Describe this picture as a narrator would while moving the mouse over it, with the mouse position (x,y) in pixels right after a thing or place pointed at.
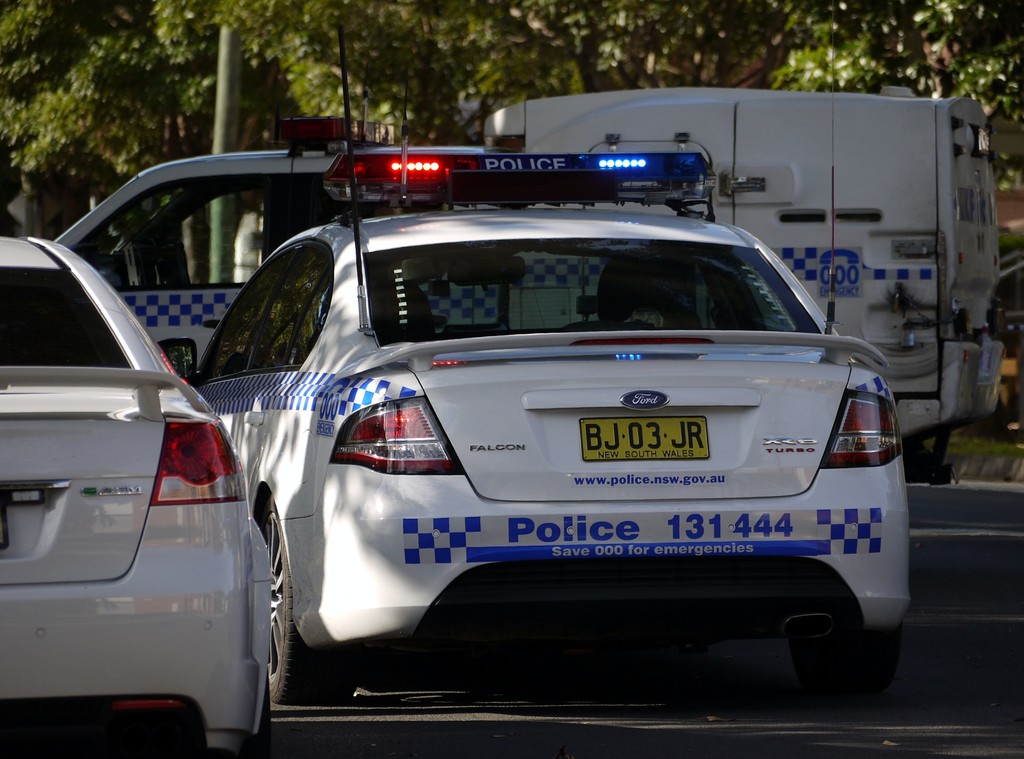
In this image we can see motor vehicles (423,354). In the background (417,61) there are trees (680,49).
